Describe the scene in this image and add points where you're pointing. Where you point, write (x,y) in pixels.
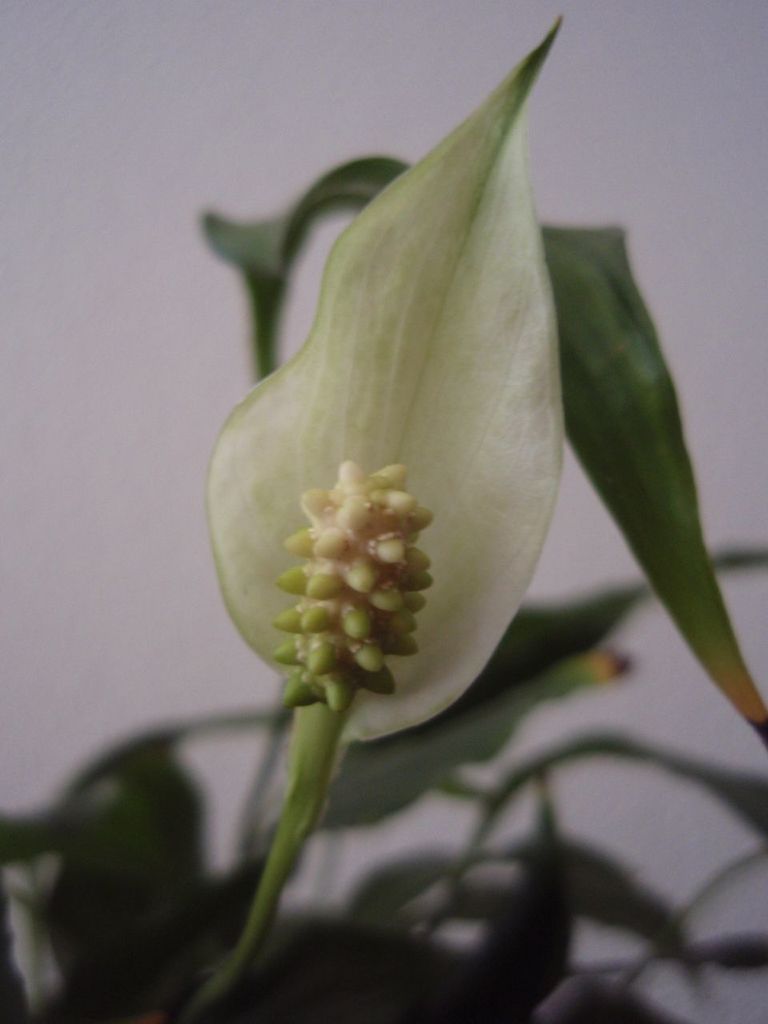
In this image I can see the bud (331,664) to the plant (304,768). And there is a white background (138,216).
